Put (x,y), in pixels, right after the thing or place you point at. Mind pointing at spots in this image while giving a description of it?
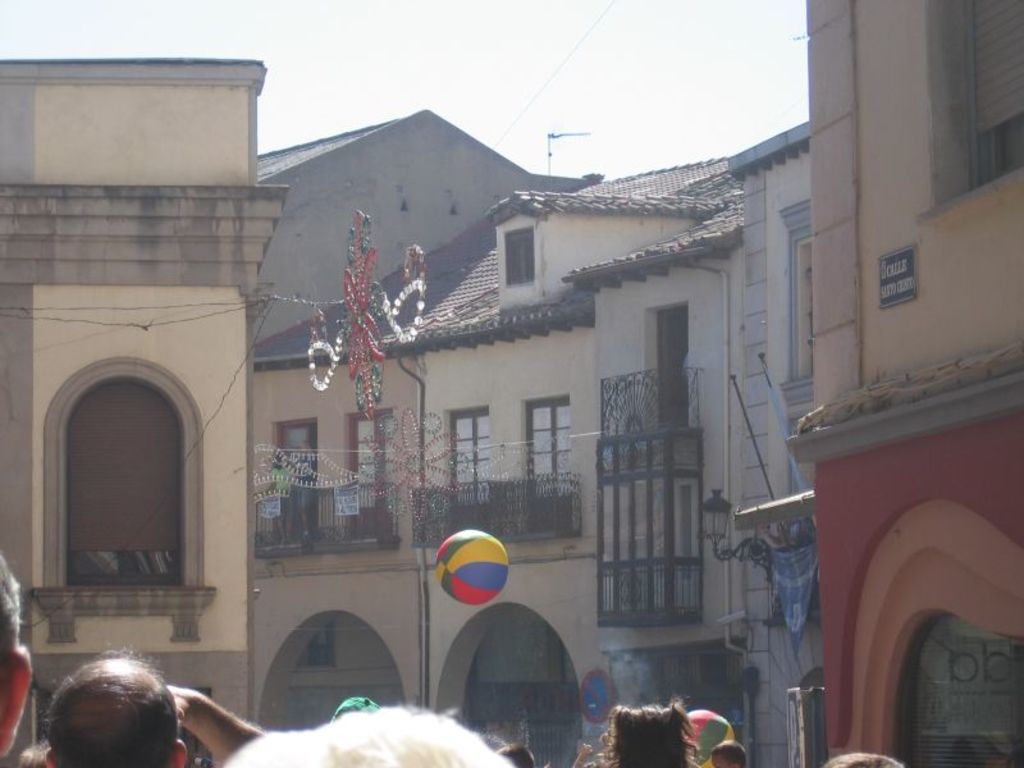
In this image we can see few buildings (180,327). There are few cables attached to the left side building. There is a name board (893,284) attached to the right side building (842,289). There is a lamp (723,526) attached to the center building (697,530). There are two balls (472,584) in the image. There are many people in the image. There is an object (362,345) at the center of the image (397,336).
